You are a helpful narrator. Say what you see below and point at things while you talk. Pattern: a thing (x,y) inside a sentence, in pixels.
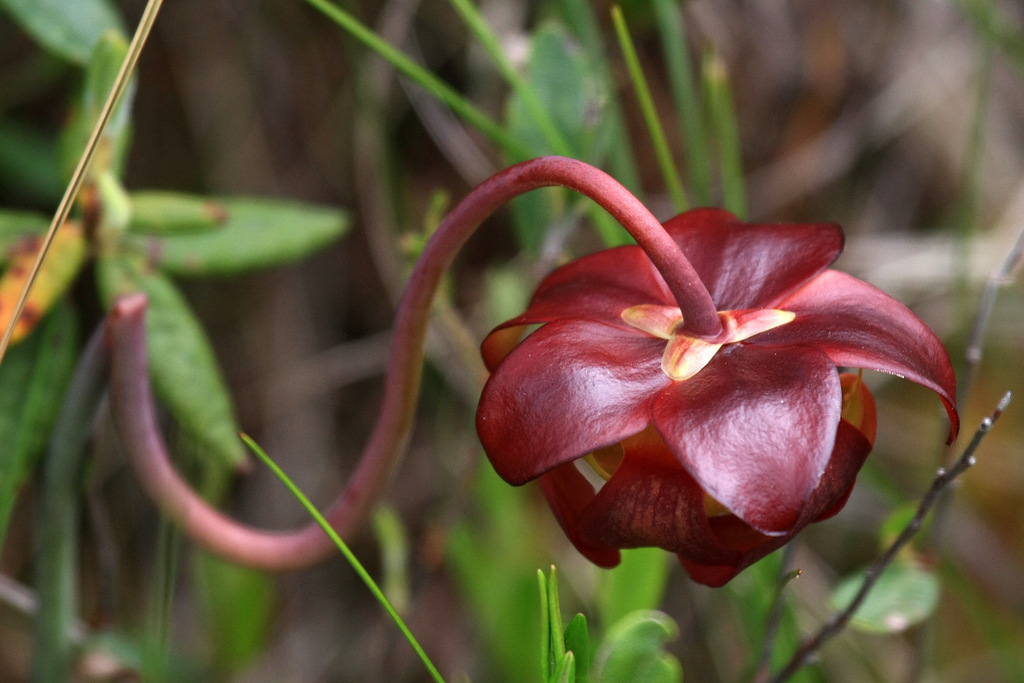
In this image I can see a flower (594,385) in maroon color, background (190,208) I can see plants (33,298) in green color.
